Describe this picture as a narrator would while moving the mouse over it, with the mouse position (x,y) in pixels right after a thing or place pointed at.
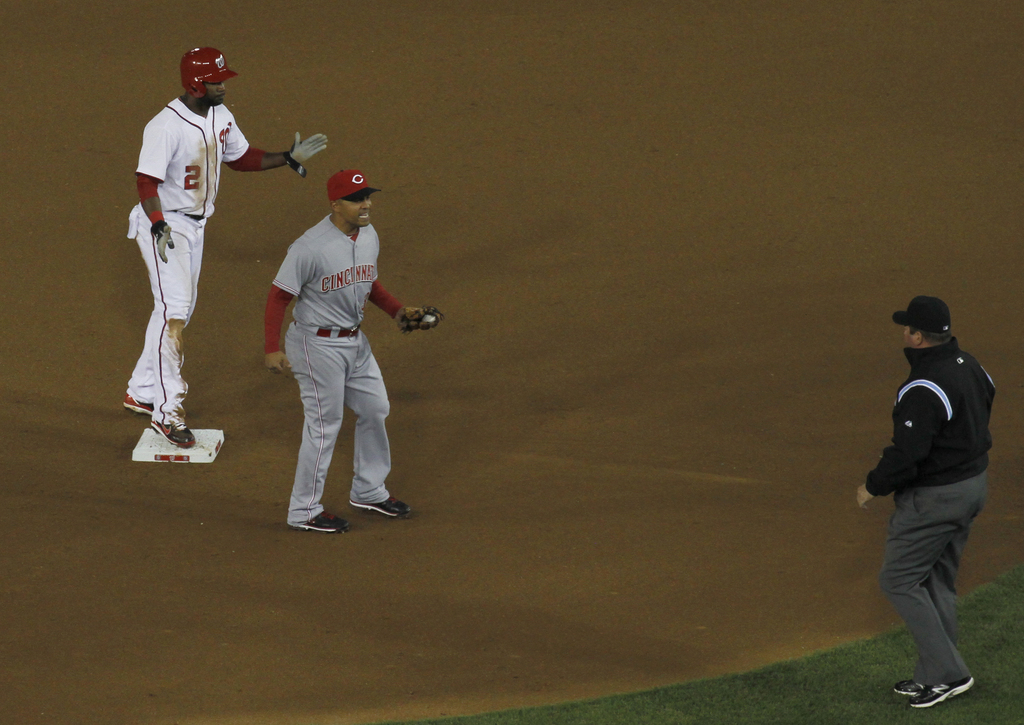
In this image we can see two players (337,328) on the playground (416,423). We can also see a man (945,393) wearing the black color cap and standing on the grass (819,663).
